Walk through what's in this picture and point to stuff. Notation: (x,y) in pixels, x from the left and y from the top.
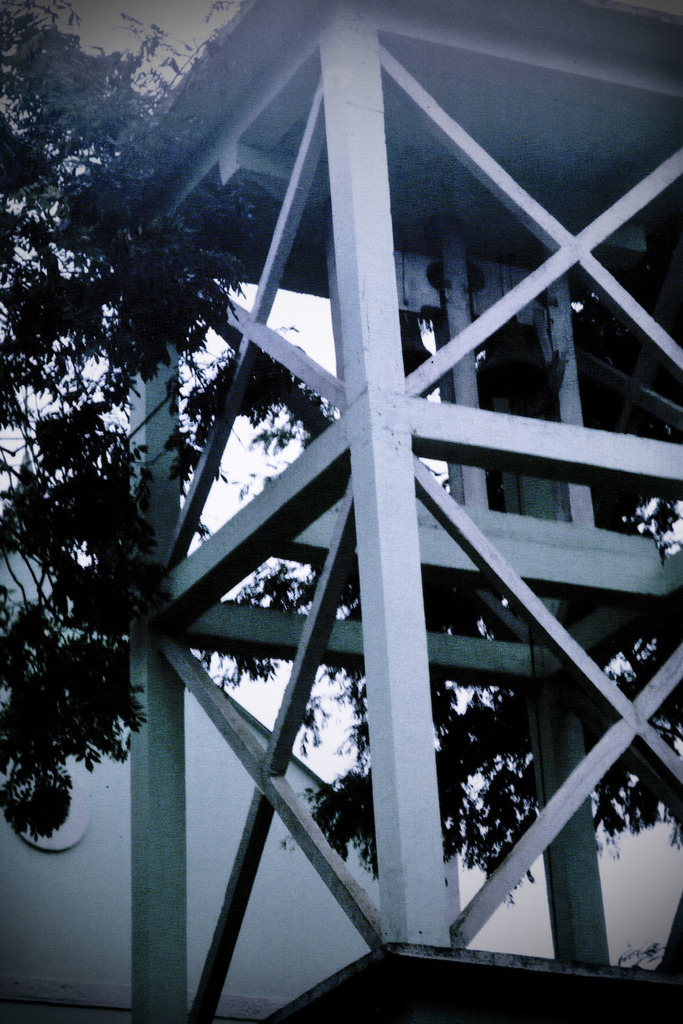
In this image on the right side (613,365) there is one tower (424,410), and in the background (95,361) there are some trees (32,813) and wall (122,894) and sky (114,4).
